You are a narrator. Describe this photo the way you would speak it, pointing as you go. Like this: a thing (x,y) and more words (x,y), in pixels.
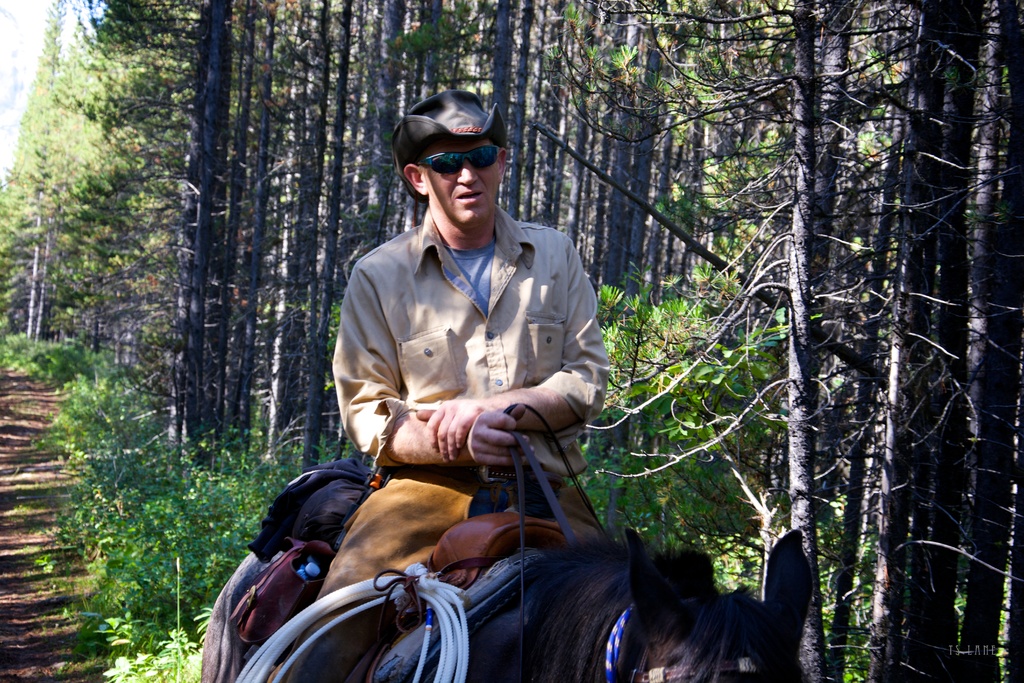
In this picture we can see man (427,281) wore goggle (436,161), cap (408,148) holding reins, rope (447,593) on animal (581,641) and in background (335,183) we can see trees (125,253), path (56,516).
